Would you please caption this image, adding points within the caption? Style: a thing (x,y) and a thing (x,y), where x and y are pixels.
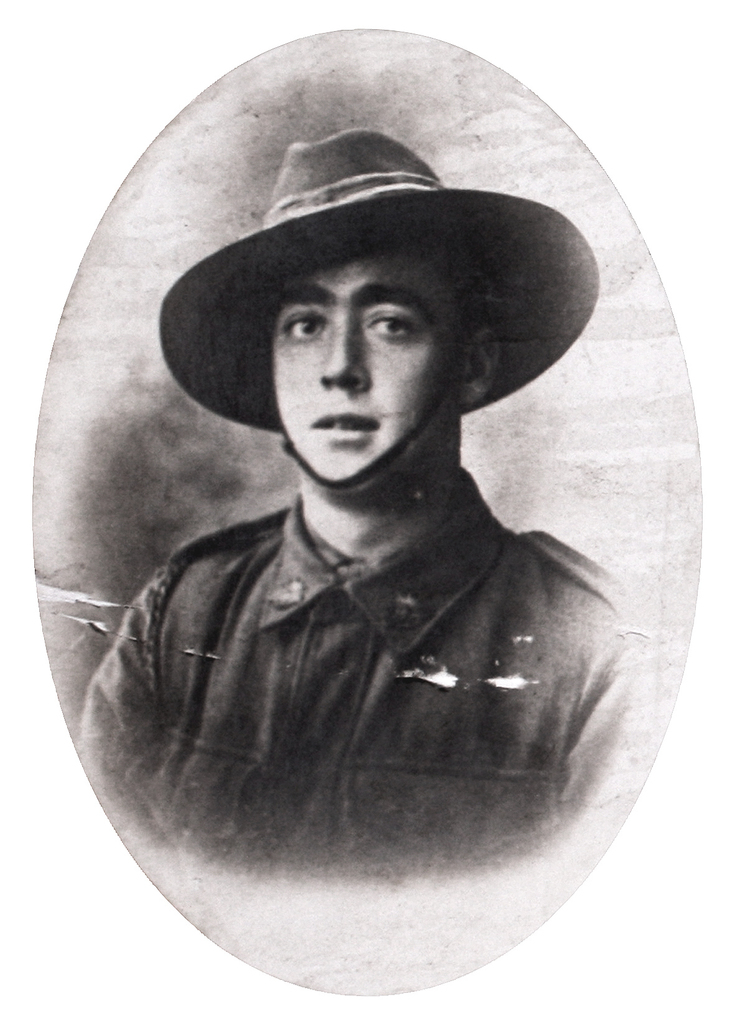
In this image I can see the person (324,863) and the person (510,809) is wearing the hat (411,222) and the image is in black and white.
